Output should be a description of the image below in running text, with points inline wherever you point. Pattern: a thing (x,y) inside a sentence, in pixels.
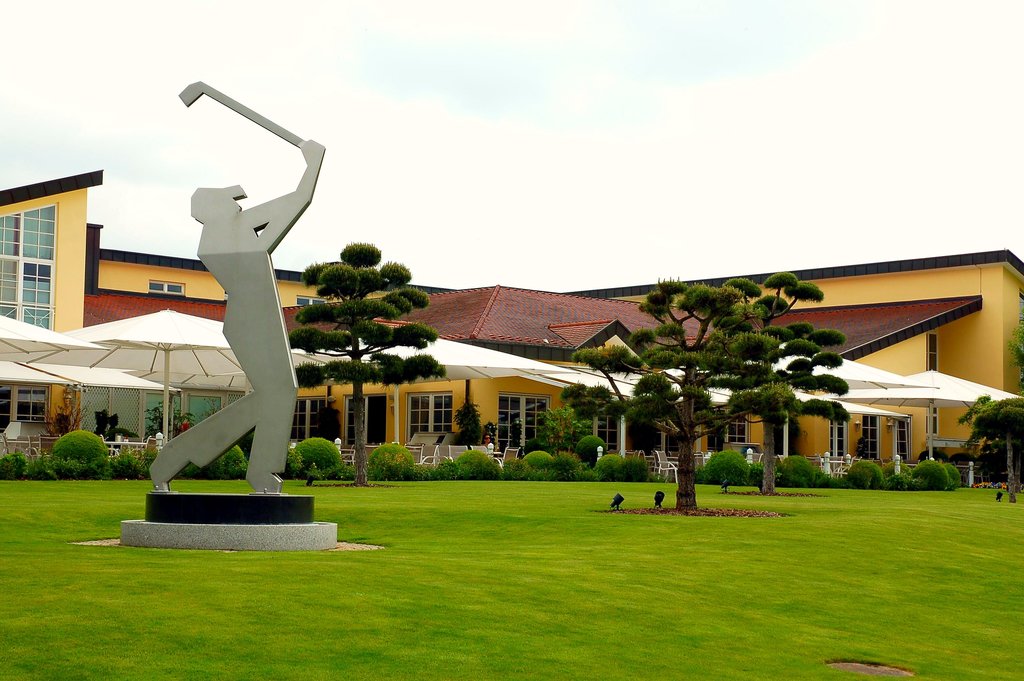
This picture shows trees (840,378) and we see umbrellas (28,327) and a building (62,275) and we see a statue (262,404) and grass (534,605) on the ground (576,514) and a cloudy sky (655,83).
